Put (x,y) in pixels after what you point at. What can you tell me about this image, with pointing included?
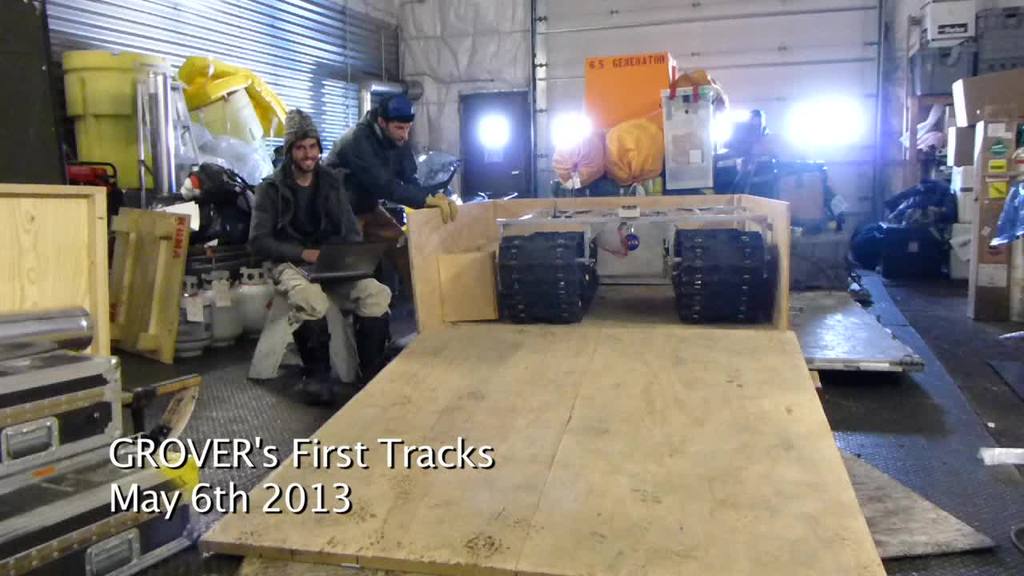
This image is taken indoors. In the background (413,38) there is a wall (460,41). There are a few lights (824,138). There are many things (792,184) on the floor (903,283). There is a shutter (336,51). At the bottom of the image (432,498) there is a ramp (561,346). On the left side of the image (115,351) there are many things (76,385) and there are a few wooden boxes (53,283). In the middle of the image (430,256). A man (319,240) is sitting on the stool (274,339) and he is holding a laptop (338,263) and another man (387,169) is standing on the floor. On the right side of the image (948,163) there are many cardboard boxes (974,169) and there is a cupboard (944,114) with many things (920,161).
